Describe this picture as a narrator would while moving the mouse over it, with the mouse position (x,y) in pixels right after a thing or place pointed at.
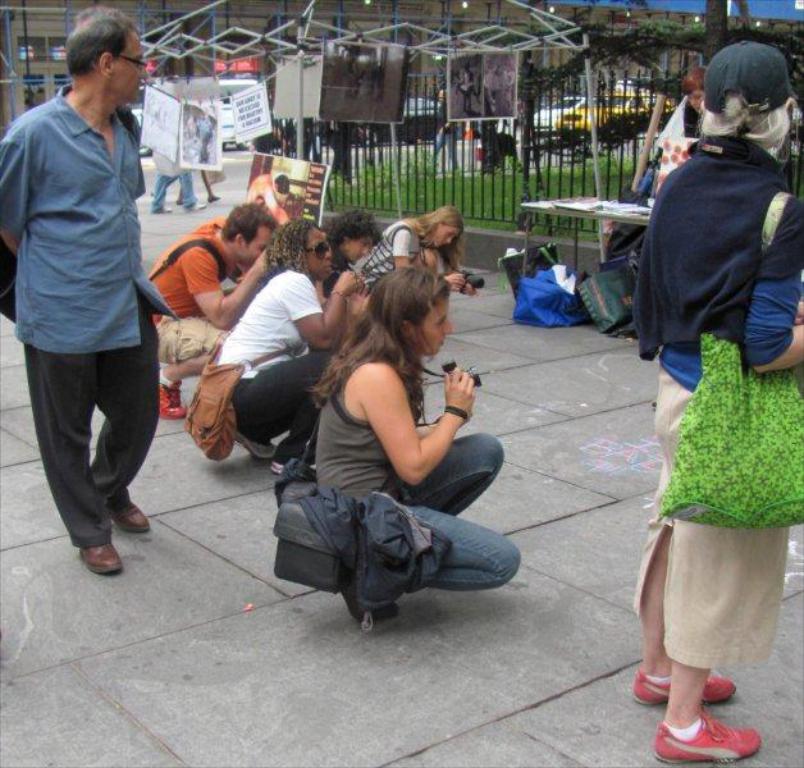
In this image I can see two persons (667,414) are standing on the ground (469,423) and few persons (409,331) are sitting and holding cameras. In the background (556,283) I can see few objects (572,283) on the ground (505,309), a table (615,216) with few objects (606,208) on it, the railing (541,193), few persons (488,121), few banners (379,88), few vehicles (579,111), few trees (617,48), few lights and a building (506,5).
